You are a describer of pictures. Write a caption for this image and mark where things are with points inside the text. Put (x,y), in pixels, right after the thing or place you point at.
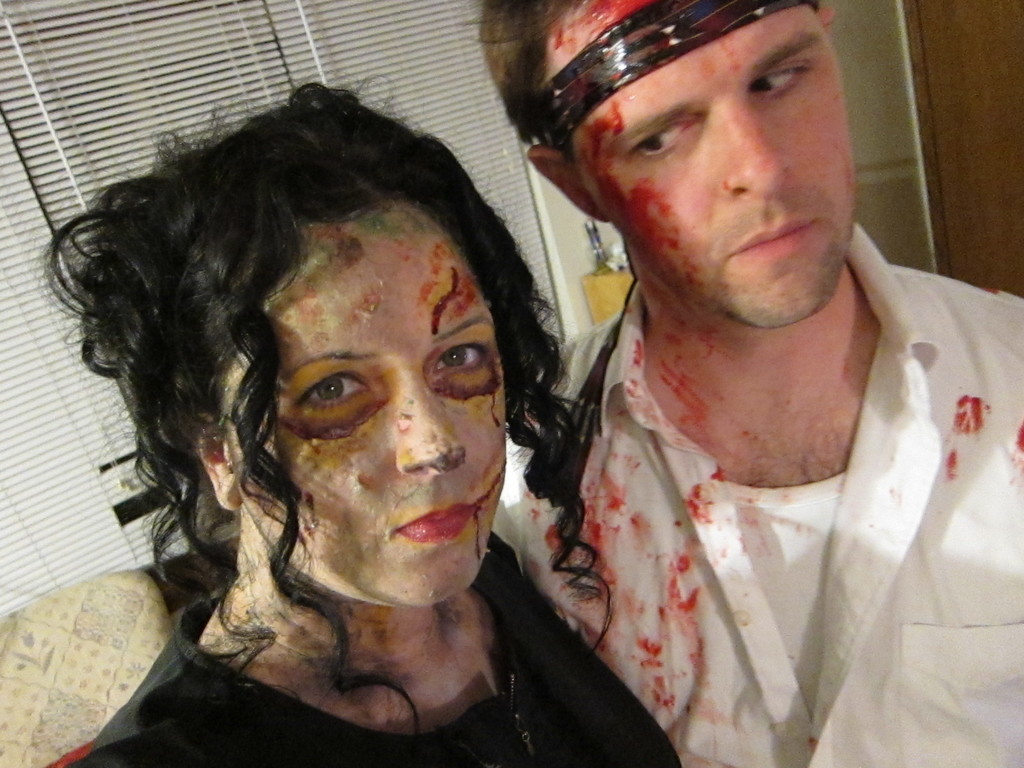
In this image we can see men (501,516) and women (412,507). The man (660,366) is wearing a white color shirt (784,658) and the woman (509,732) is wearing black color dress (488,755). In the background (133,656), we can see sofa (87,628), wall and window (253,84).
